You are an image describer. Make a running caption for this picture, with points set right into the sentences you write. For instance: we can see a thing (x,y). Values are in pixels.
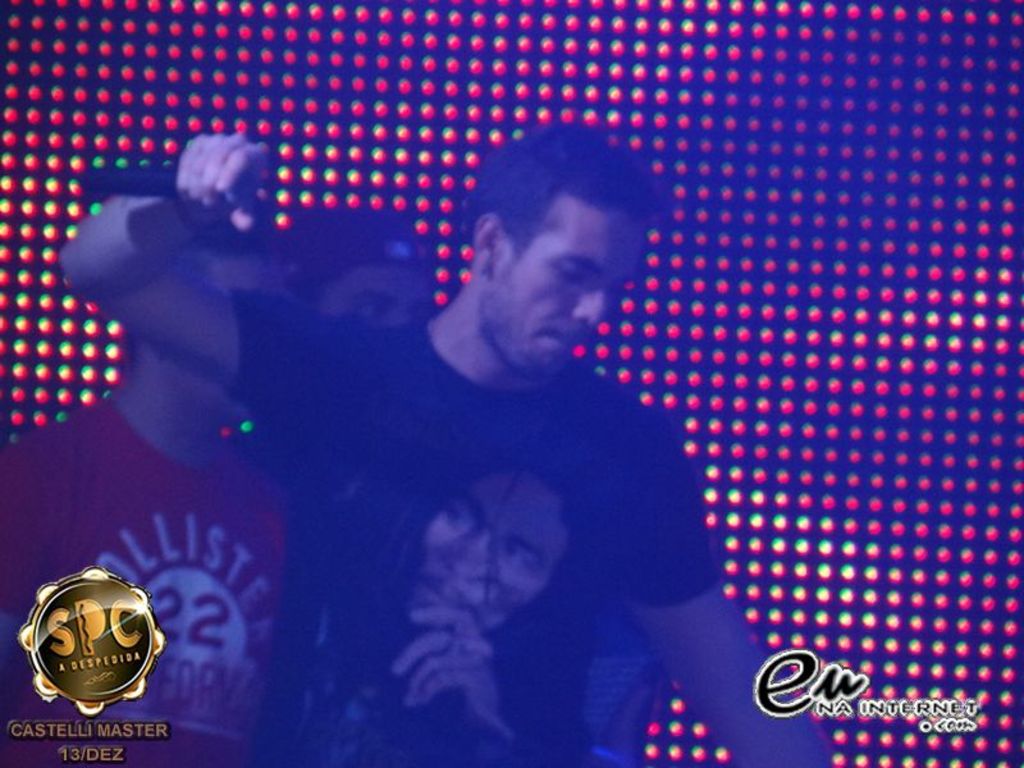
There are three persons (336,440) standing and one is wearing a black color t shirt (378,500) in the middle of this image (470,429). There is a wall (596,100) with some lights (743,291) in the background (86,132). There is a logo (94,675) at the bottom left corner of this image (111,667) and bottom right corner of this image (839,695) as well.
